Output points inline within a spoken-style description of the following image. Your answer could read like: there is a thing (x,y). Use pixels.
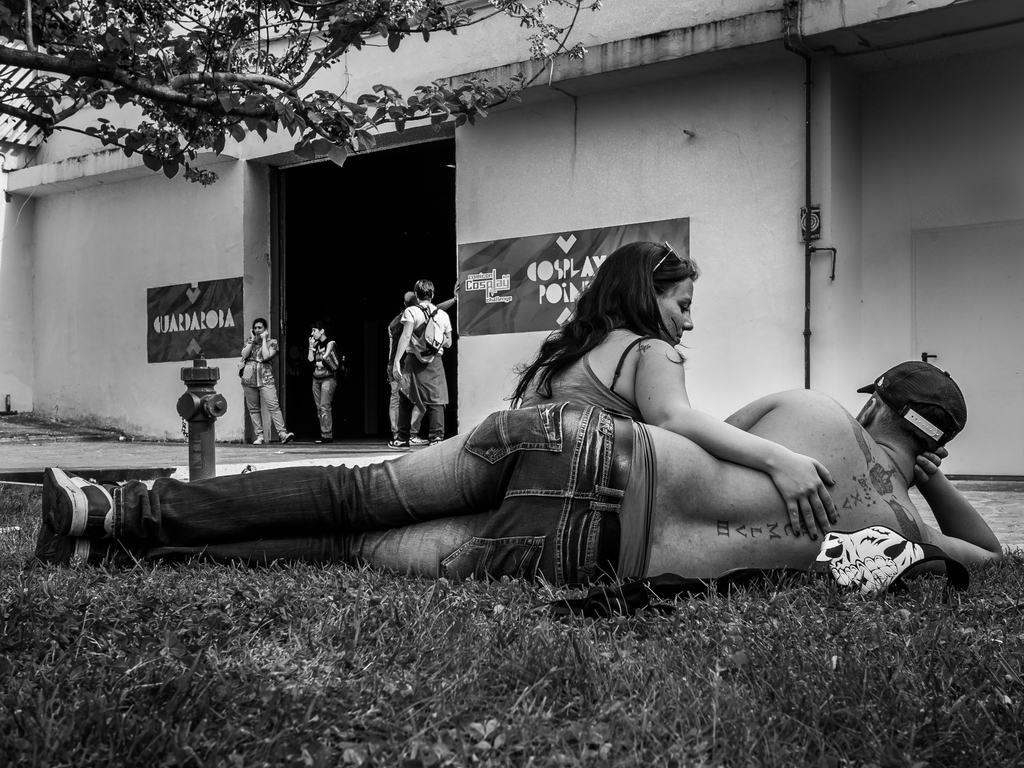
This image is a black and white image. This image is taken outdoors. At the bottom of the image (163,647) there is a ground (284,638) with grass (524,653) on it. In the background (577,226) there is a building (796,142) with walls (712,235) and a door (374,263). There are two boards (197,338) with text (211,313) on them. A few people (395,337) are walking on the floor (293,449) and a few are standing. At the top of the image (120,76) there is a tree (208,54). In the middle of the image (402,511) a man (499,534) is lying on the ground (363,573) and a woman (669,339) is sitting on the ground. There is a hydrant (194,419).
